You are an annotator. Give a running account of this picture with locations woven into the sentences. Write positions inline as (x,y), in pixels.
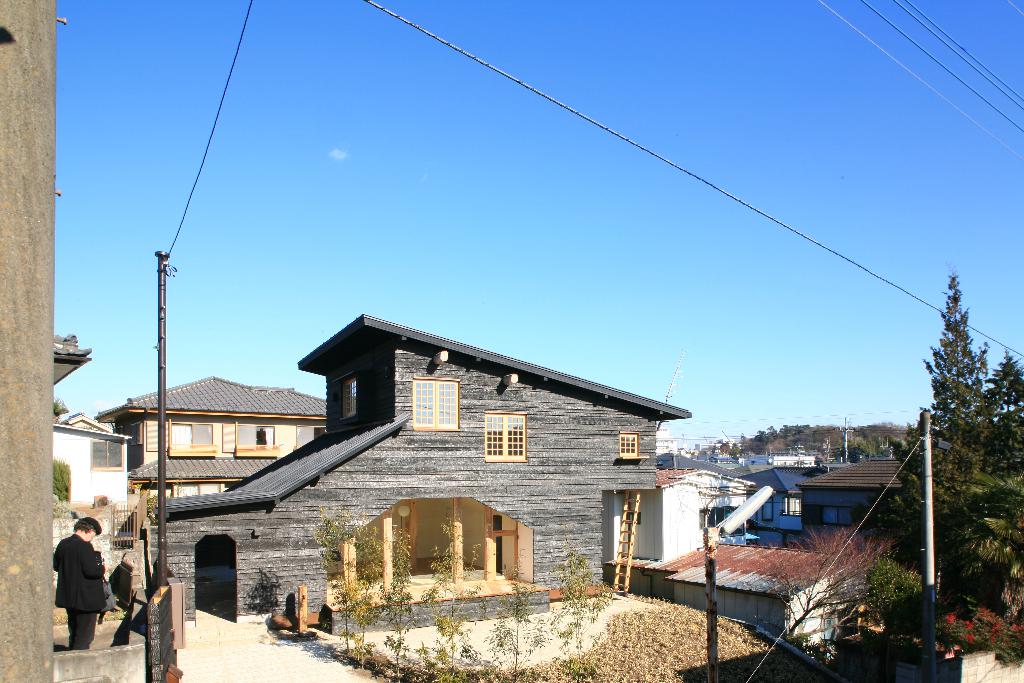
This is a picture taken outside a city (691,599). In the foreground of the picture (494,550) there are trees (1004,498), poles (46,324), buildings (689,523), dry leaves (731,635), flowers (978,622) and a man (87,553) standing. Sky (336,206) is clear and it is sunny.
